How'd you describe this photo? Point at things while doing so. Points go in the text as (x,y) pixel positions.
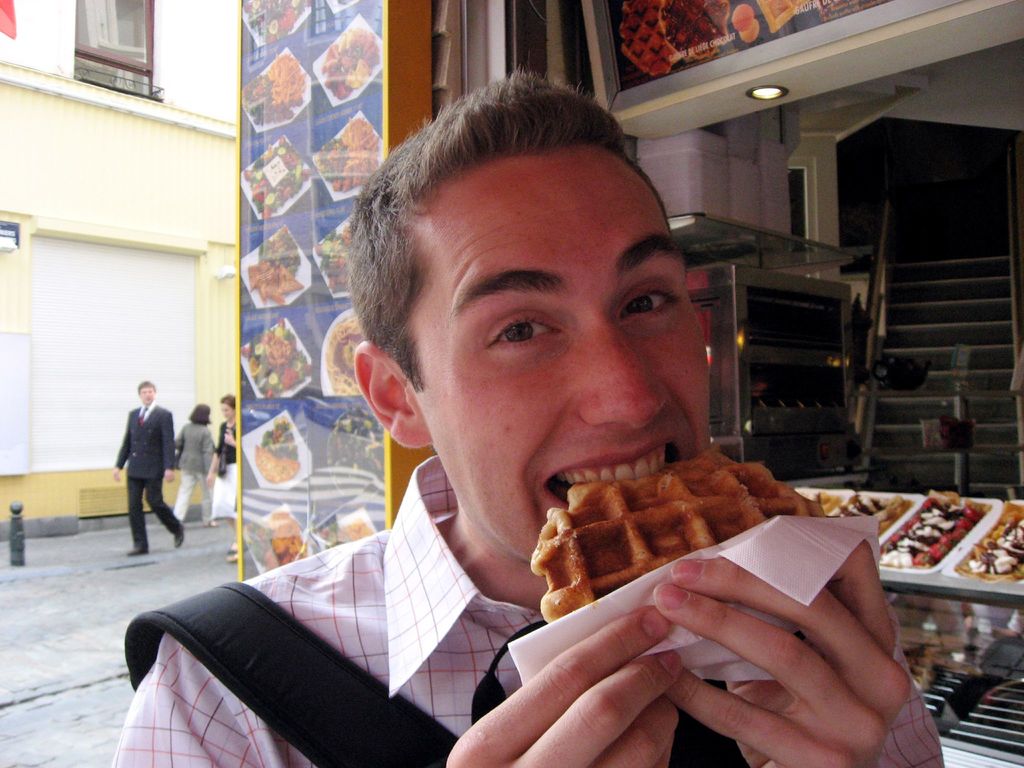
In this image we can see a man (632,619) holding a waffle (676,538) and eating. On the right (947,500) there is a store (714,332) and we can see food (947,528) placed on the countertop (978,673). On the left (171,482) there are people (184,488). In the background (215,429) there are buildings (114,31) and a light (761,99). We can see stairs (987,309).
